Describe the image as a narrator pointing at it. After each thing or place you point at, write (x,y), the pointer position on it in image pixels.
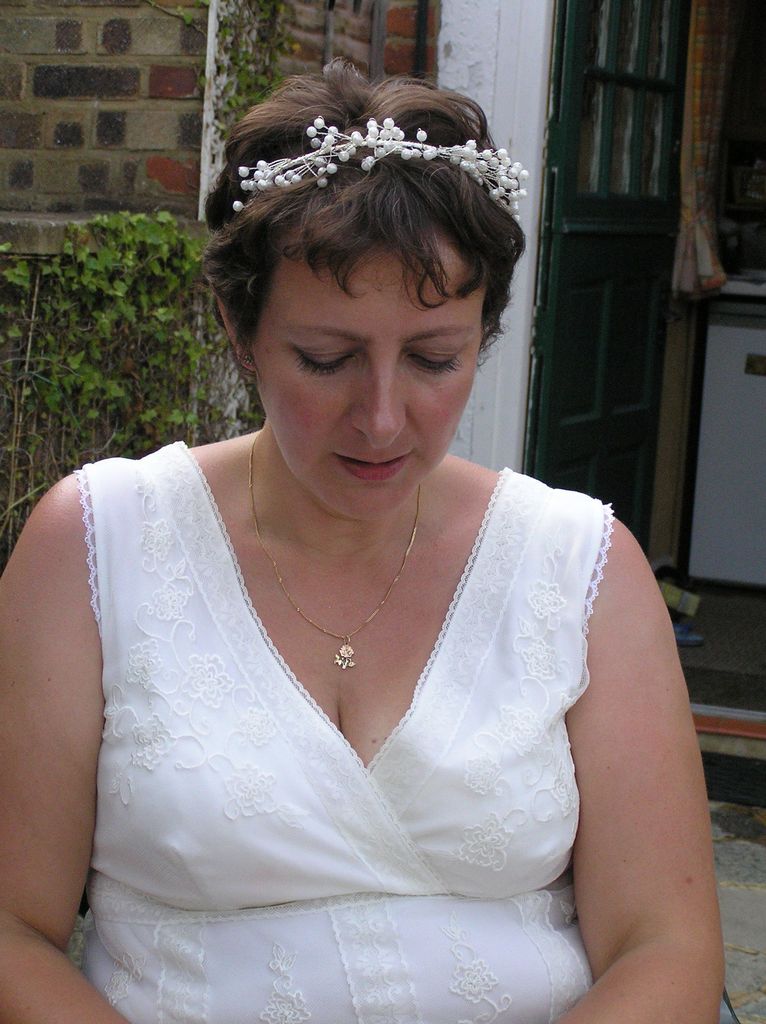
In this image in the foreground (241,524) there is one woman (311,558) and in the background (546,382) there is a house (713,732), plants (82,354), door (624,301), curtain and some other objects (740,404).
